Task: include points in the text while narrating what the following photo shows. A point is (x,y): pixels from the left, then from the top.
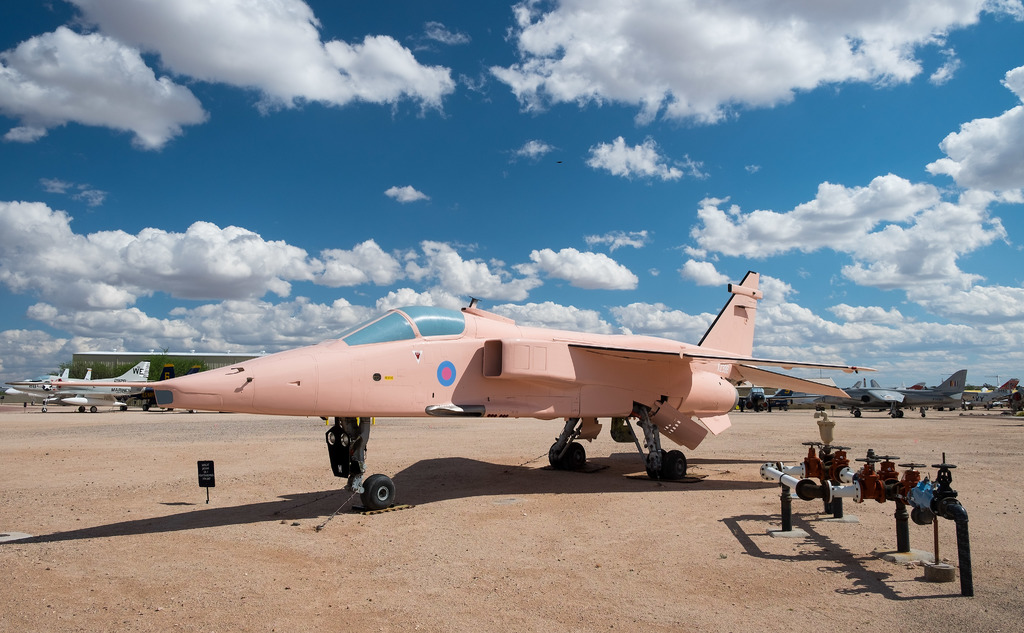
In this image we can see a few airplanes (400,360) on the ground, also we can see the pipes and a board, in the background (325,215), we can see the sky (234,233) with clouds (864,15).
